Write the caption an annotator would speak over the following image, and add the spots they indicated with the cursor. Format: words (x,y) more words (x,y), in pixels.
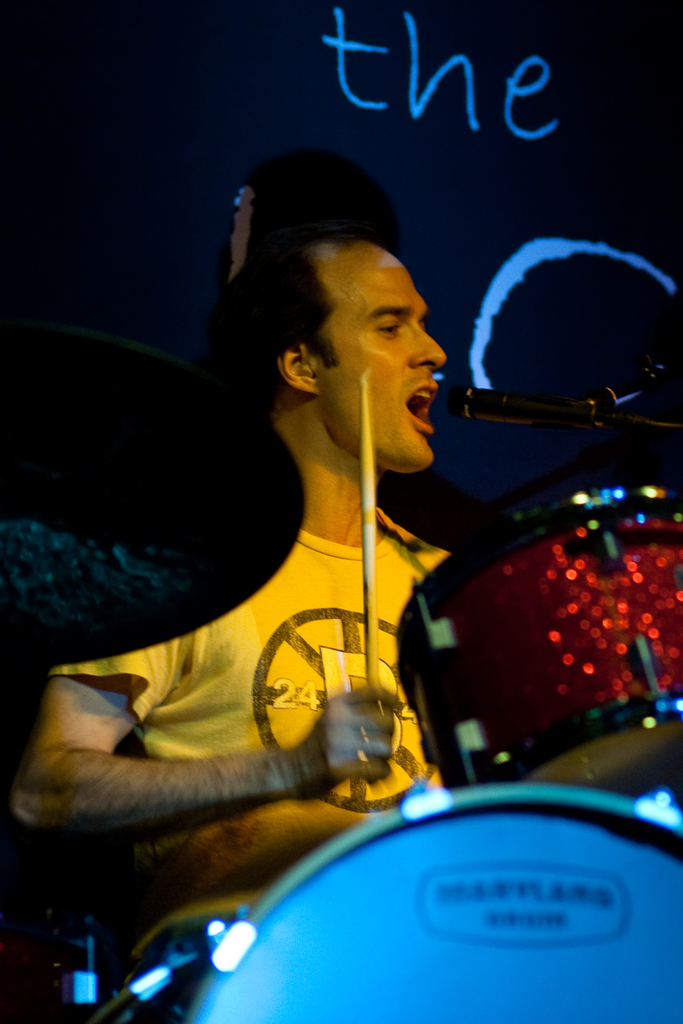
The man (155,693) in yellow T-shirt (228,697) is holding a drum stick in his hand (367,719) and he is singing the song on the microphone (578,419). In front of him, we see drums (358,927) and I think he is playing drums (427,725). Behind him, we see a banner (402,149) with text (412,81) written on it. In the background (135,243), it is dark.
